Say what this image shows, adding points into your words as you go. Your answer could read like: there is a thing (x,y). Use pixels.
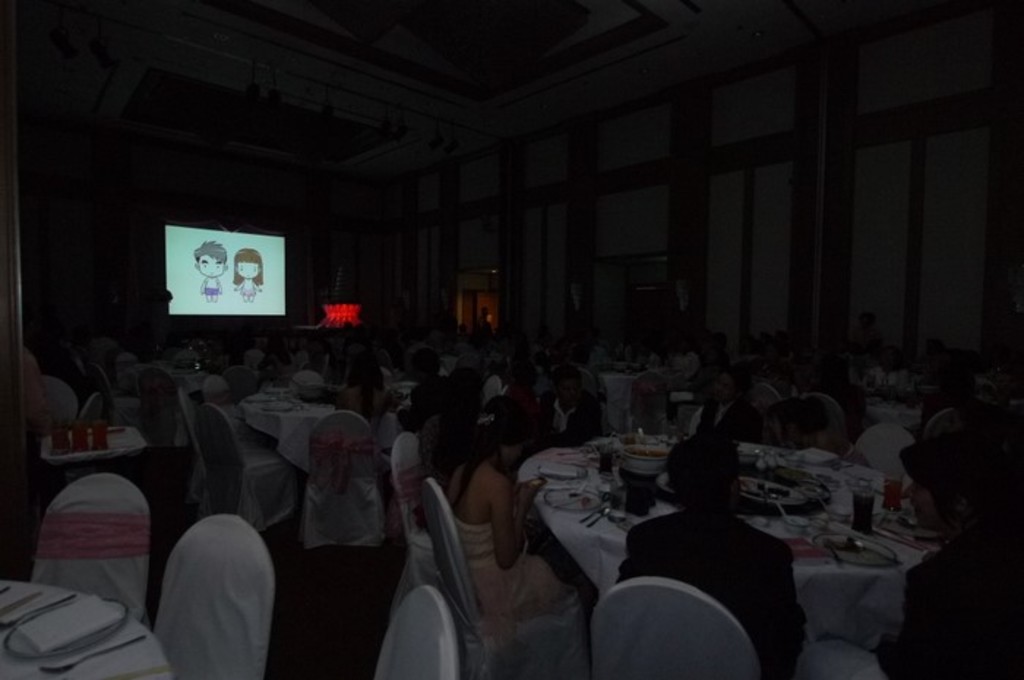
In this picture there are some people (462,454) sitting around the table (837,510) on which some food items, glasses (620,492) were placed. There is dark. In the background (199,285), there is a display (200,276) here. We can observe a wall (703,245) in the background (756,258).
